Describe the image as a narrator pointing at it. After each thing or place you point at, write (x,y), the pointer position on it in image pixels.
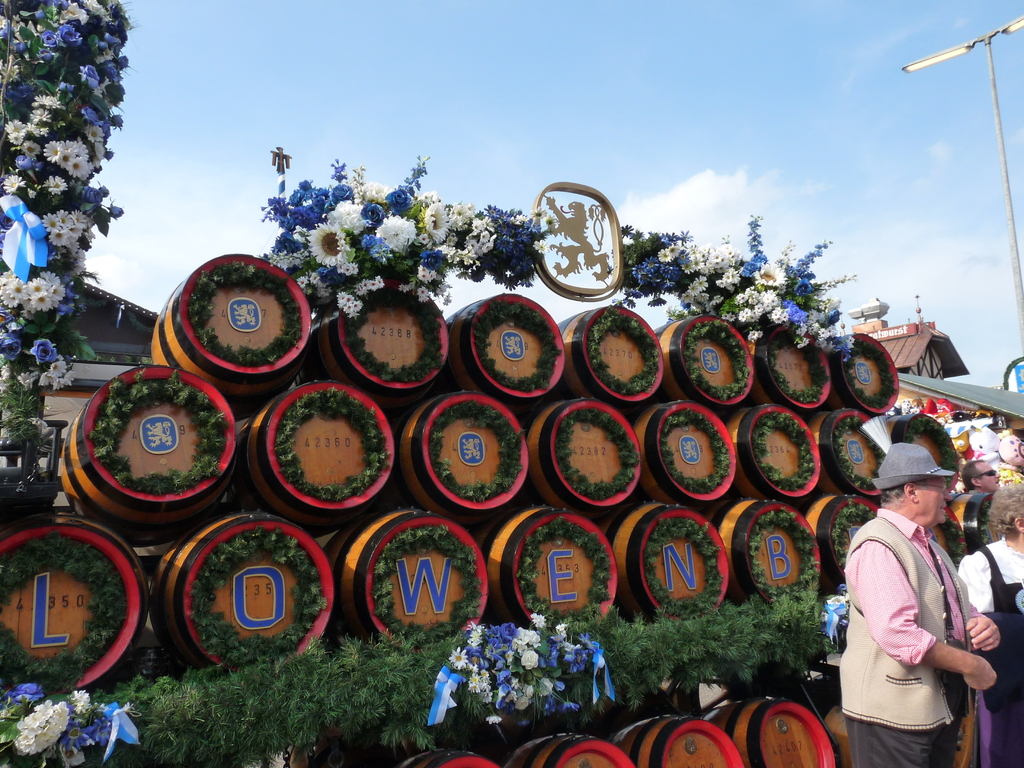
In this image in the front (440,597) there are plants (459,641) and there are objects (323,443) which are brown and green in colour and there are flowers (696,272). On the right side (925,529) there are persons (944,517), there is a pole (1008,205) and there is a house (910,356). In the background (130,343) there is a house (80,321) and the sky (718,191) is cloudy.
